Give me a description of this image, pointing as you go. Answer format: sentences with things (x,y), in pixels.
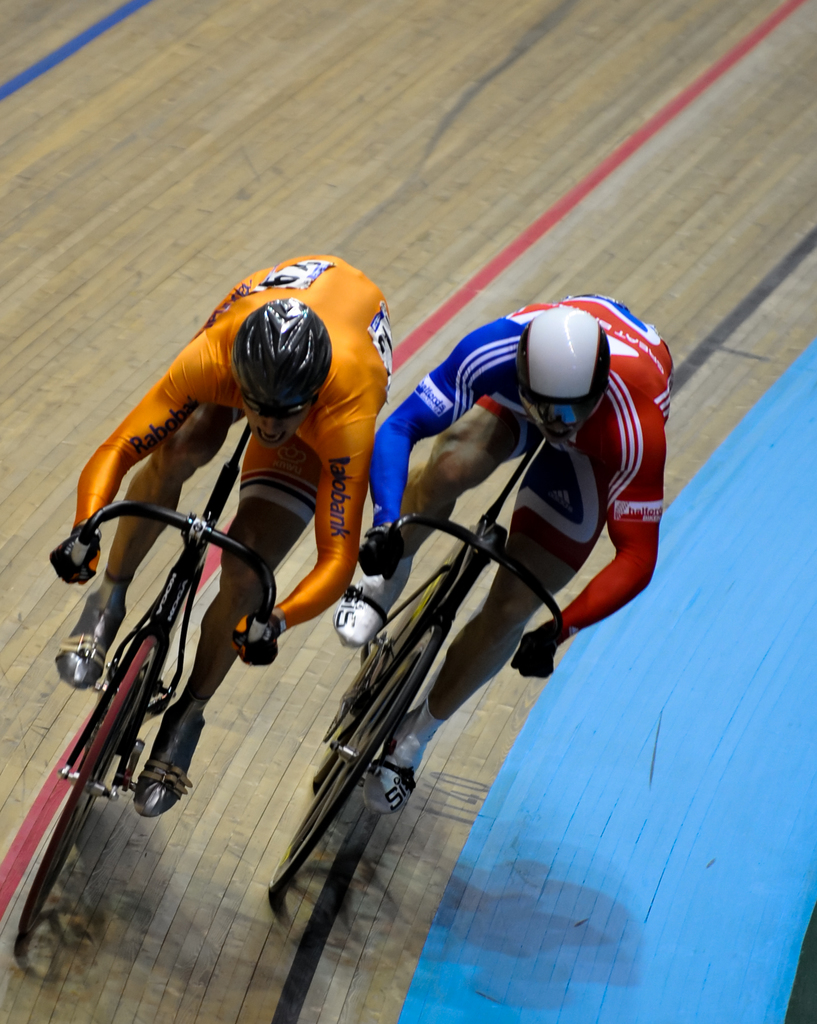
In this picture, we can see two persons (500,335) cycling on the racetrack (673,188).
